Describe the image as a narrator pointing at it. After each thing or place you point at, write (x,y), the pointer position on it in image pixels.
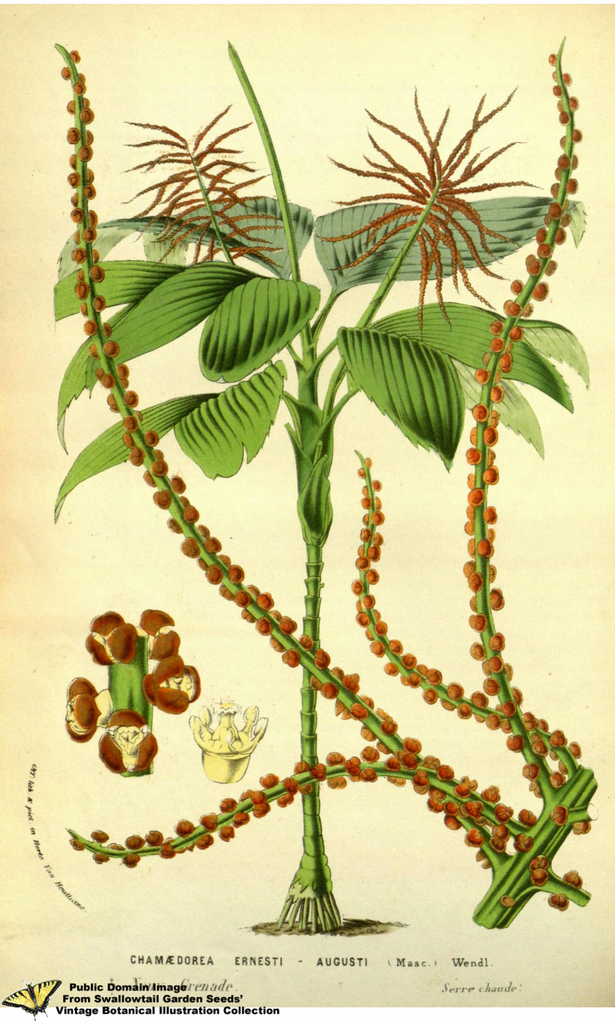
In this picture I can observe a drawing (183,831) of a plant (306,403) on the paper (42,516). I can observe cream and brown colors on the paper (276,847). There is some text (113,997) on the bottom of the picture (107,989). The background (39,437) is in cream color.
